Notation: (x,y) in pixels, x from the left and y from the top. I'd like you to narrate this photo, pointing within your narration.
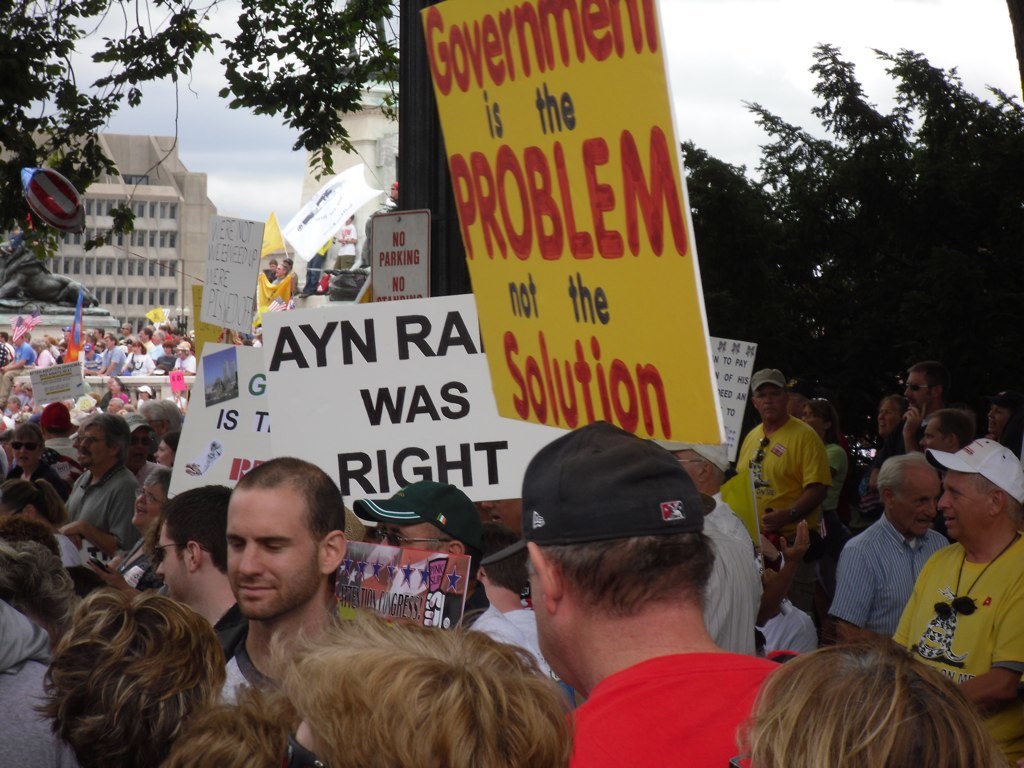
In this image I can see group of people (243,511) some are standing and some are sitting. I can see few boards (338,383) in yellow and white color, background (935,336) I can see trees (861,352) in green color, few buildings (109,217) in white color and the sky (712,56) is in white color.
